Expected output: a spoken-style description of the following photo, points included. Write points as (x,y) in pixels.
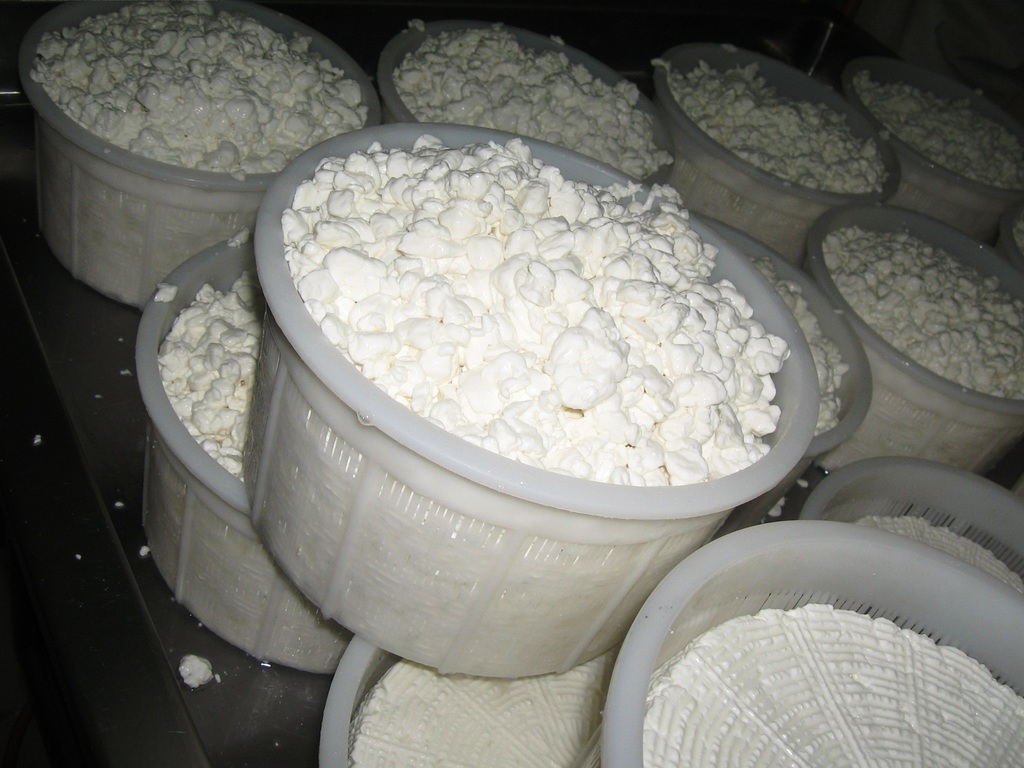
In this image there is a white color food item (603,312) present in different containers (240,565) which are placed on the black surface (146,701).
